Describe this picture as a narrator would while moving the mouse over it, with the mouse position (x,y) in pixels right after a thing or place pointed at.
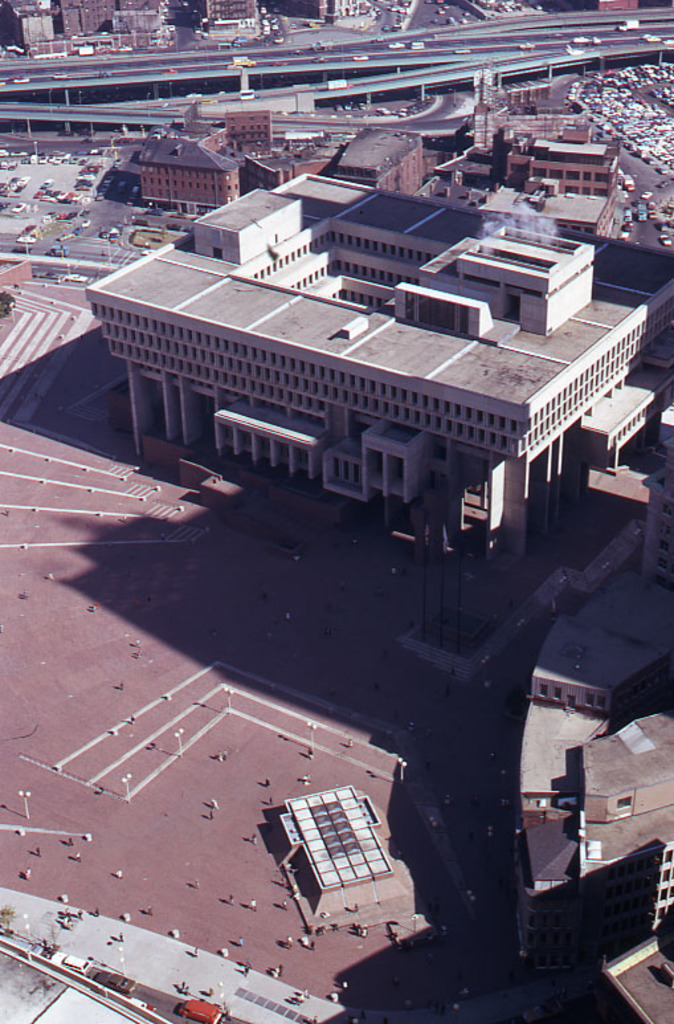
Here we can see buildings (375,450), vehicles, poles (424,534), and few persons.
